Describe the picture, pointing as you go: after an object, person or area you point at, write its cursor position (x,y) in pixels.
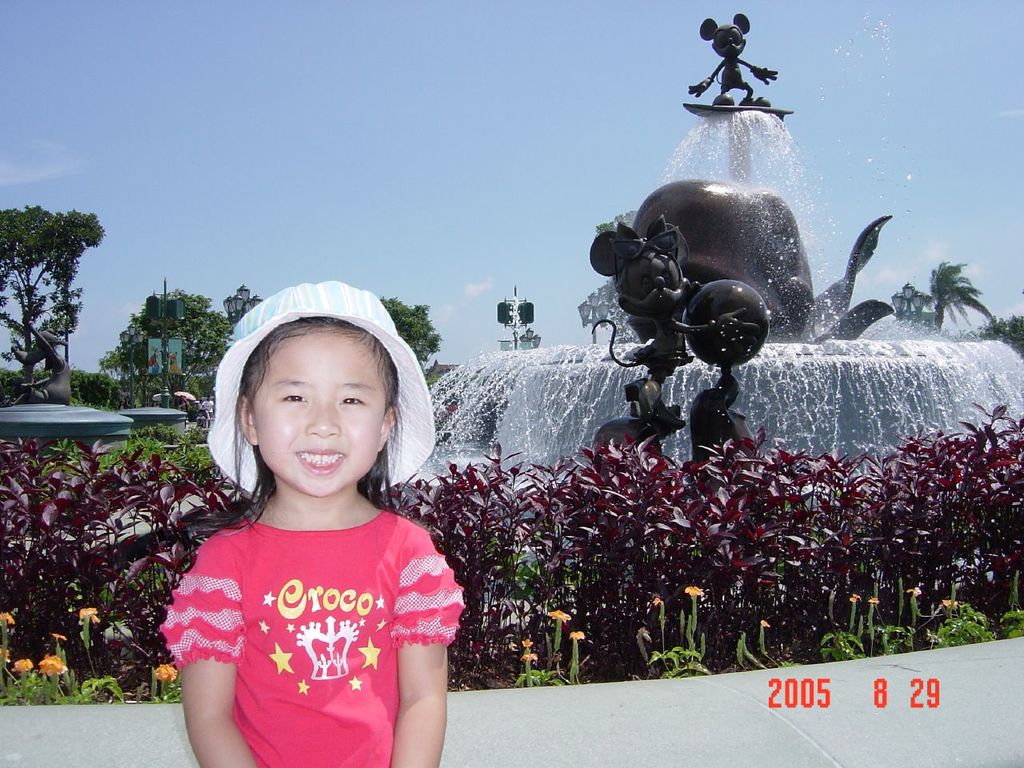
Bottom left side of the image (208,626) a girl (327,321) is standing and smiling. Behind her there are some plants (988,538) and flowers (656,599). Top right side of the image (702,163) there is a water fountain (470,378). Top left side of the image (79,222) there are some trees (22,260). Behind the trees (34,222) there are some clouds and sky (433,297).
